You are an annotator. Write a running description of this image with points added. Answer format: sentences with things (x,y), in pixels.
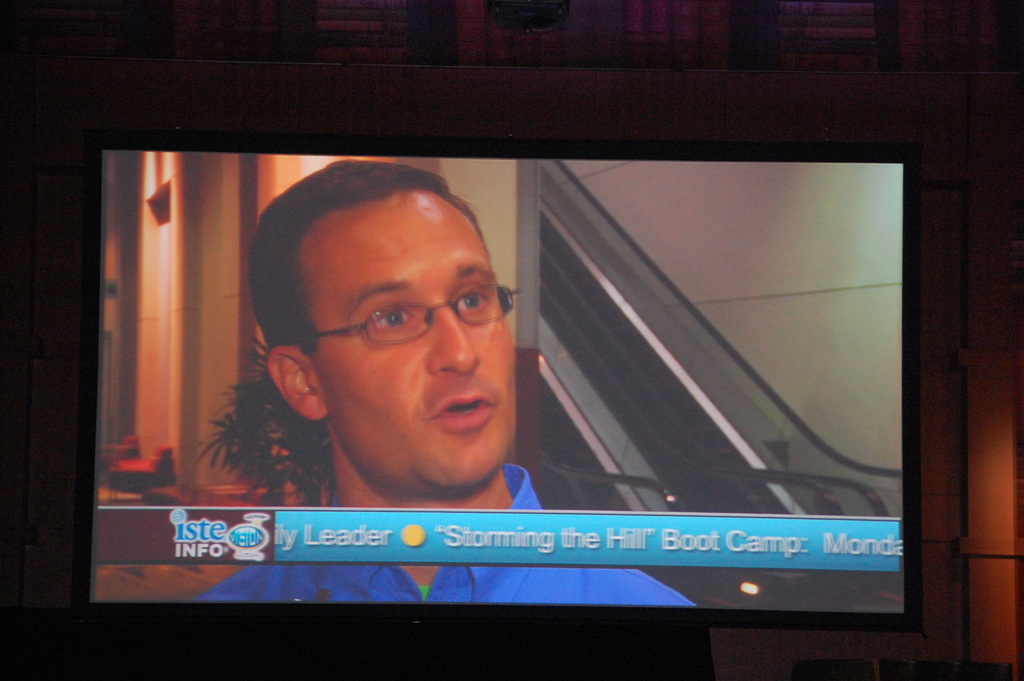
In this image, we can see there is a television (625,379), which is having a screen (533,194). In this screen (327,362), we can see there is a person (314,379) speaking. In the background (752,460), there are plants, a wall (235,348) and other objects (793,489). And the background (987,34) is dark in color.
